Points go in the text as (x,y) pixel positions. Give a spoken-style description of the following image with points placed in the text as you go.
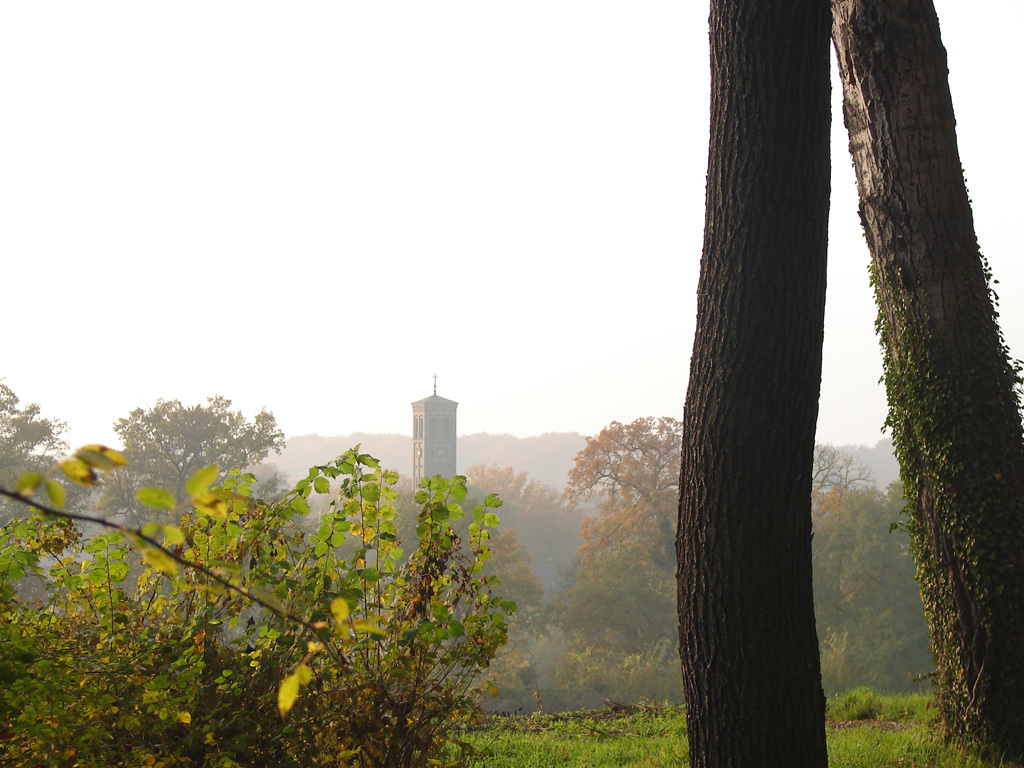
In the picture we can see two trees (992,583) and beside it, we can see some plants (458,515) and behind it, we can see a grass surface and far away from it, we can see some historical construction tower (413,427) and around it we can see trees (532,486) and behind it we can see hills (459,447) and sky (365,413).
